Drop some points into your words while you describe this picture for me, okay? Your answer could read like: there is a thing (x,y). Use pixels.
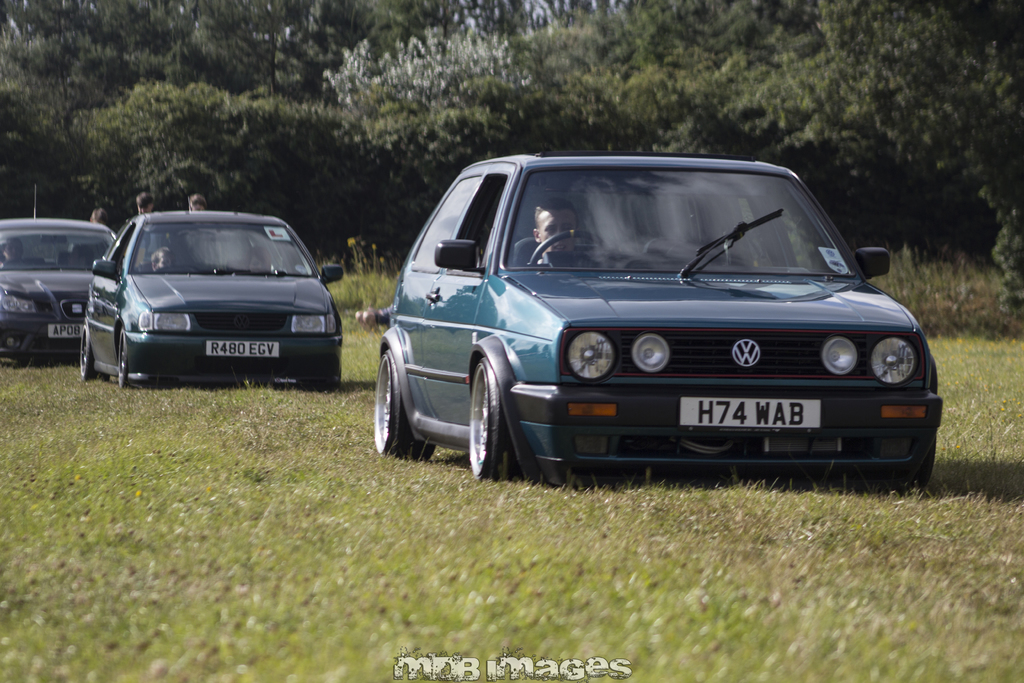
In this image I can see cars (228,297) visible on ground (370,297), in the car (517,245) I can see persons (544,236) and I can see three persons (139,205) visible back side of the car (64,259) on the left side (196,209), at the top (492,81) I can see trees (815,78), at the bottom (627,676) I can see text (419,655).
